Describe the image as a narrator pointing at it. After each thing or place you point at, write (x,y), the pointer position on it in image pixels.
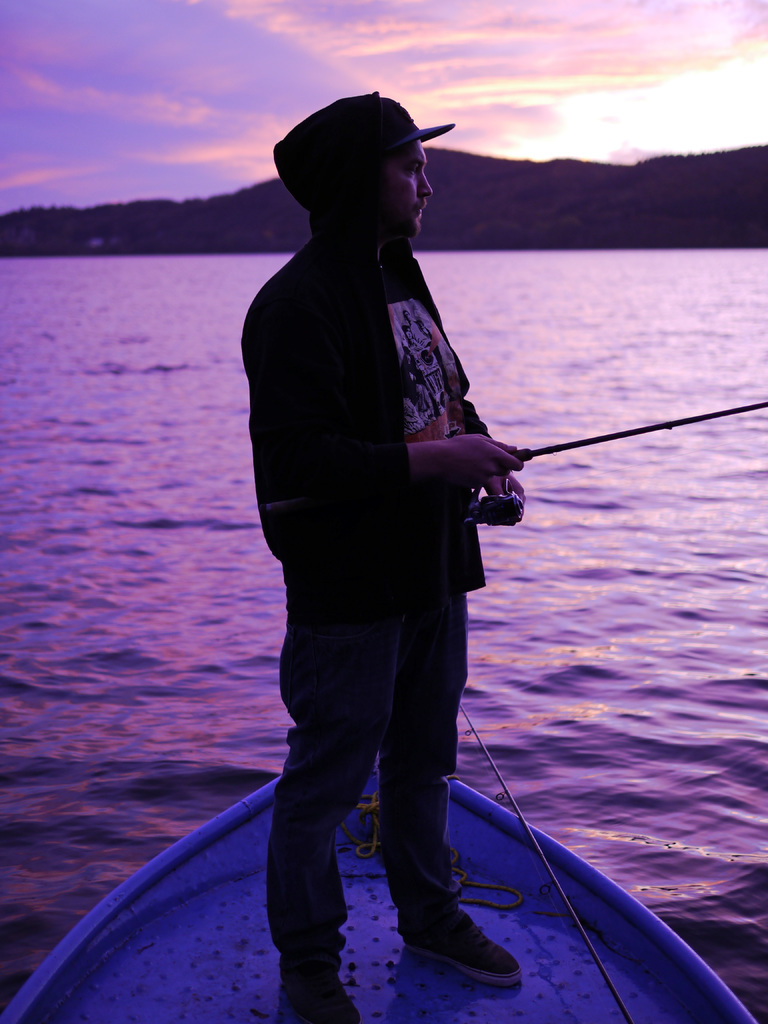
In this image there is a person (377,346) standing on a boat (532,966) and fishing, in the background (722,424) there is the river (178,417), mountain (746,167) and the sky (301,64).
